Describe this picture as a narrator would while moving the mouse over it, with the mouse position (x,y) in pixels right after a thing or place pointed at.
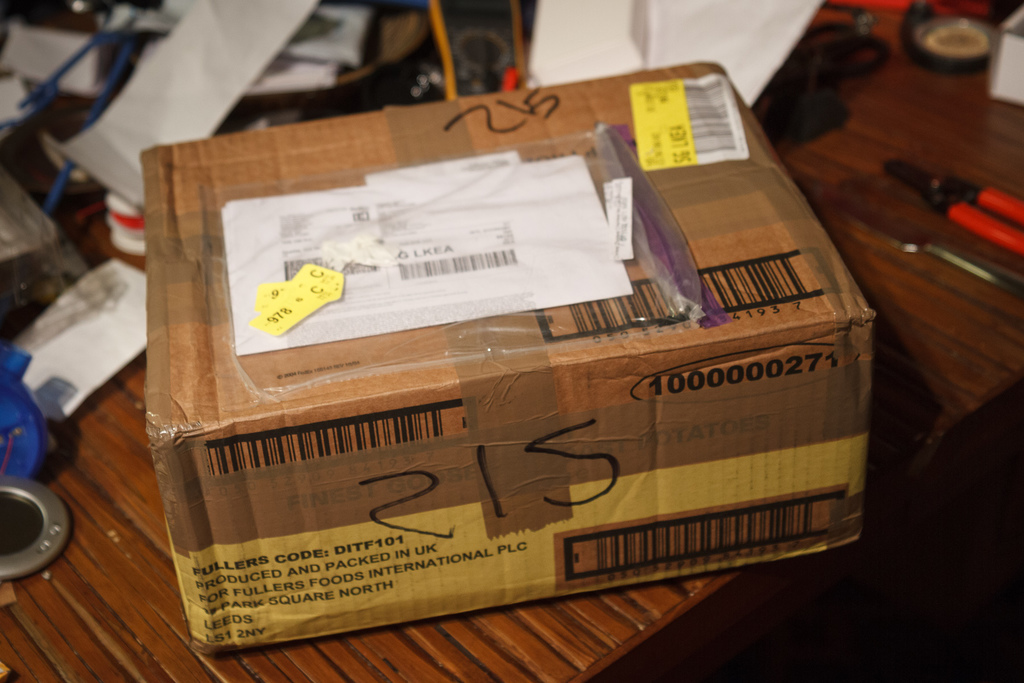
In this picture there is a carton box (230,331) in the center of the image (343,346) and there are papers (360,34), tools (931,198), and wires (440,18) in the image, which are placed on the table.
